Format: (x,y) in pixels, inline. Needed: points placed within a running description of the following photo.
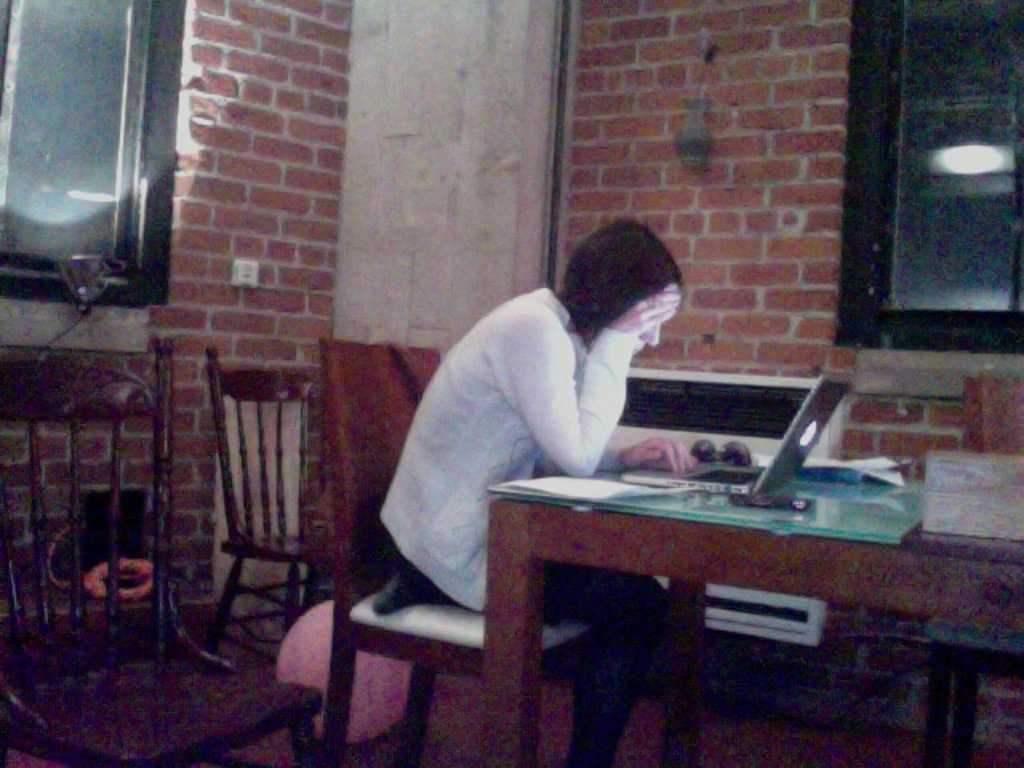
This is the picture of a lady (537,402) in white jacket (487,421) sitting on the chair (353,441) in front of a table (771,543) and on the table (660,540) there is a system (754,493).
